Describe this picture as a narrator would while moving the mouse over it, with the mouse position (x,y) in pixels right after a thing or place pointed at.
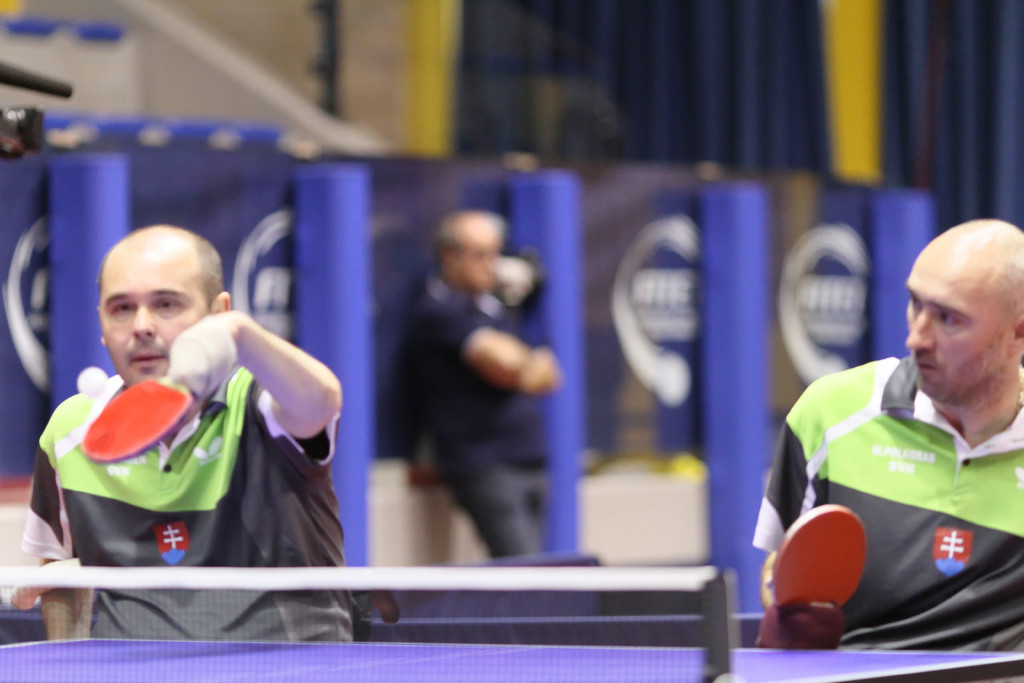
there are 3 people (439,439) in this image. the front people (284,434) are playing table tennis. the person (503,505) at the back (488,388) is standing.
